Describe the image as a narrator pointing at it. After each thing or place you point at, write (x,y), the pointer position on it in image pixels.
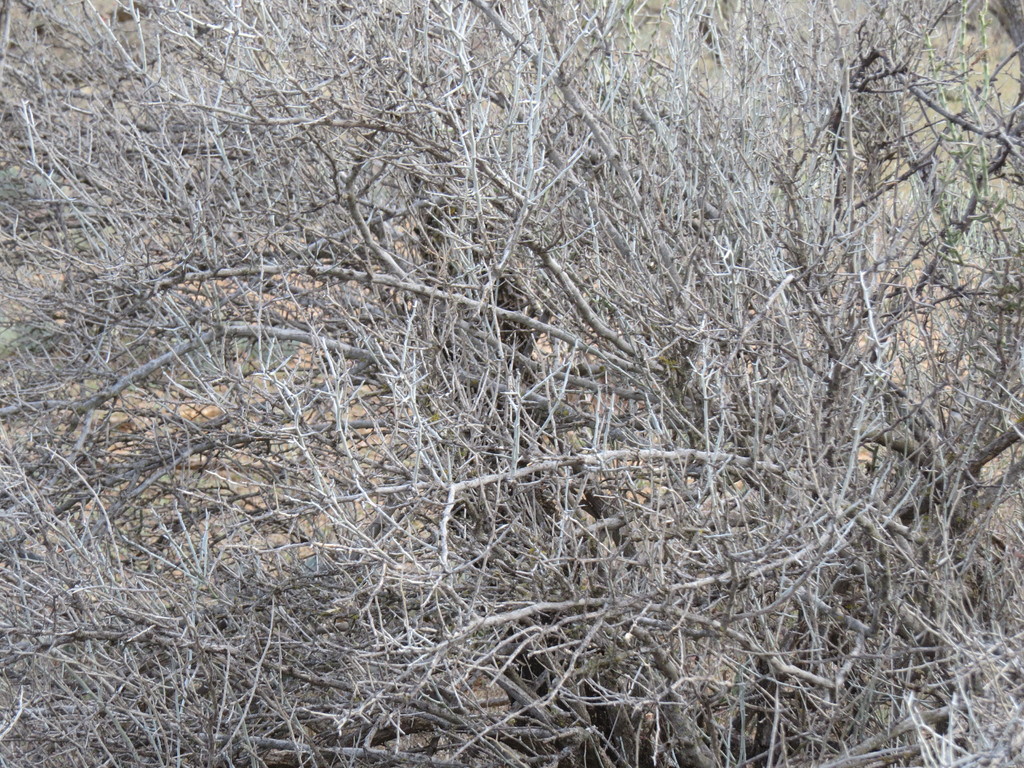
In this picture I can see there are branches (678,548) of the trees (451,364) and there are few twigs (631,470) and there is soil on the floor (228,472).
